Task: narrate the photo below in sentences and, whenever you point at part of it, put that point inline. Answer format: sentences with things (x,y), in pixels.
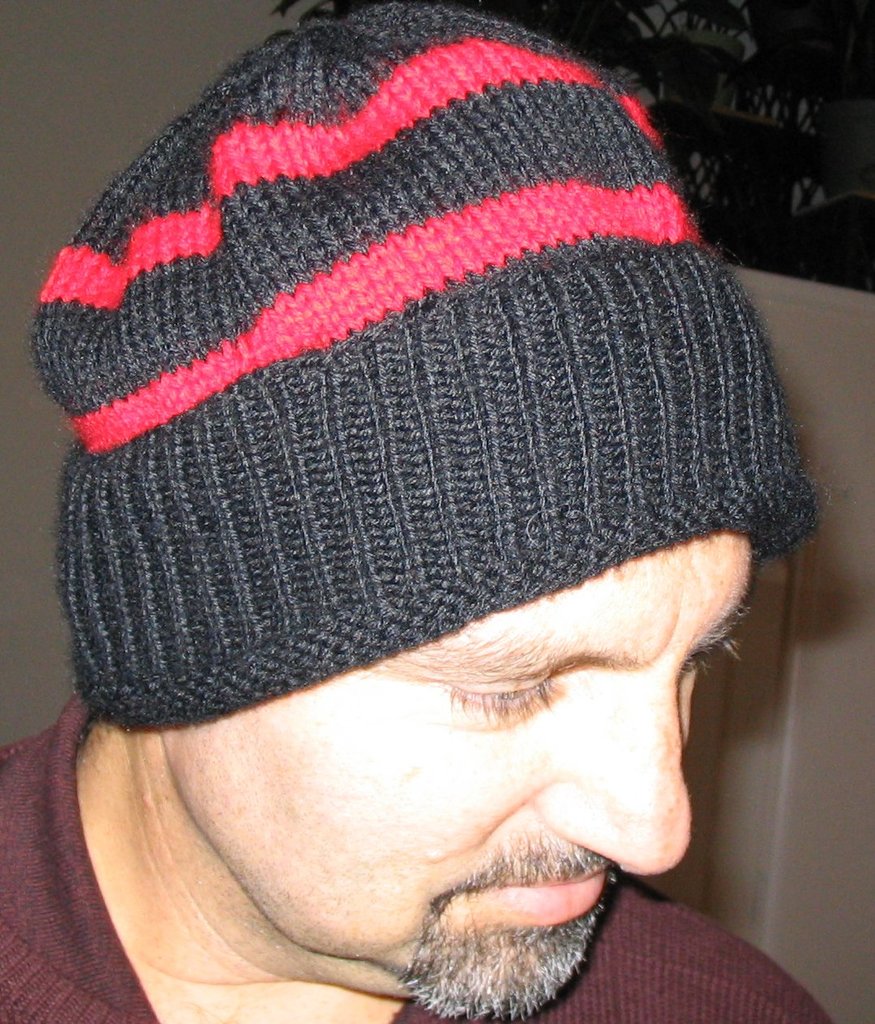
In this image I can see a person (54,755) wearing a cap (323,316).
